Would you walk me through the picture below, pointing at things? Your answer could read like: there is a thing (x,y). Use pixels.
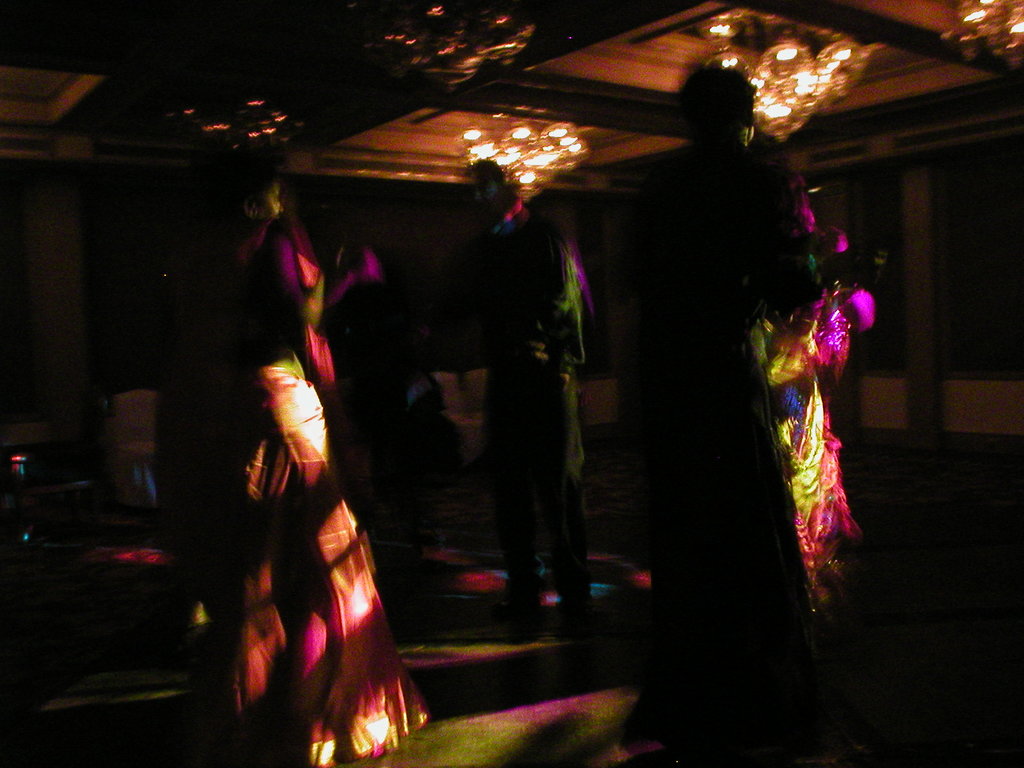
In this image, I can see three persons (515,403) standing on the floor (542,554). At the top of the image (440,82), there are chandeliers (569,140) hanging to the ceiling (632,104). In the background (460,393), I can see the chairs (150,465).
